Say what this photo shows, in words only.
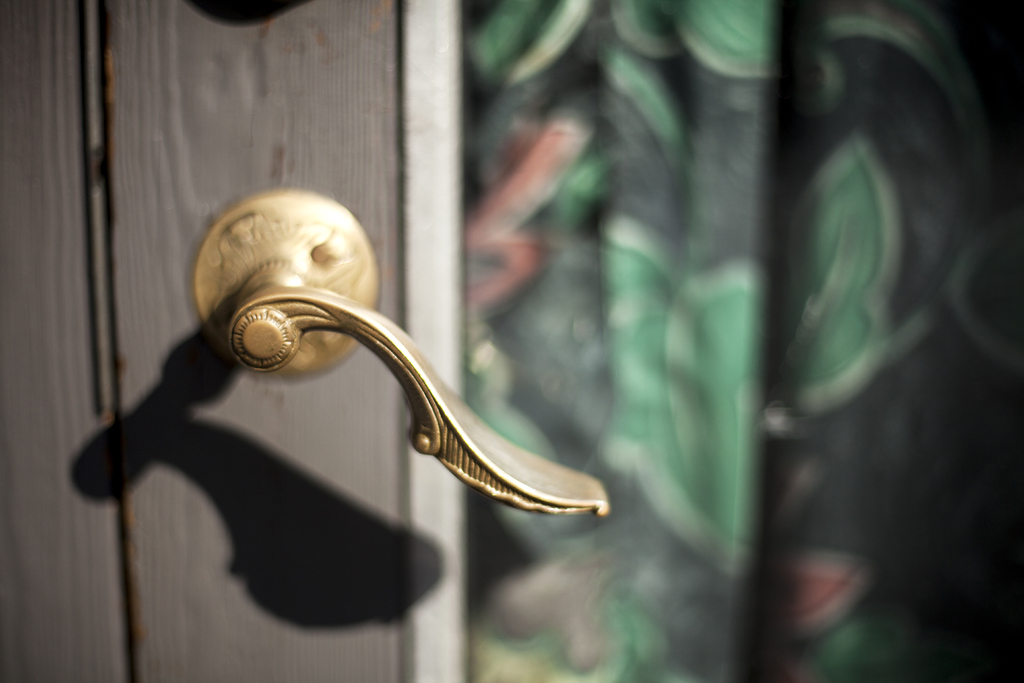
In this image we can see a door handle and the image is blurred.
